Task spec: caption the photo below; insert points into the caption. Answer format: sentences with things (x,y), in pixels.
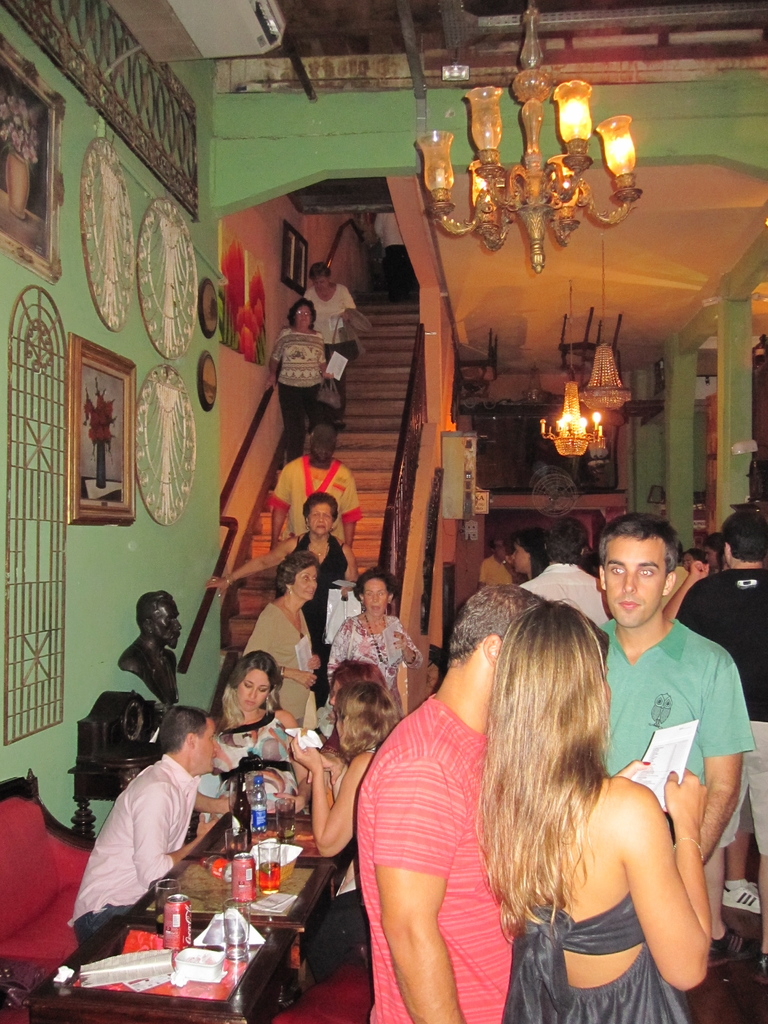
There are group of people (676,826) in this room (416,388) and few are coming down by stairs (360,393). There is chandelier (591,399) hanging over here. On the wall (138,376) there are frames (112,468).
